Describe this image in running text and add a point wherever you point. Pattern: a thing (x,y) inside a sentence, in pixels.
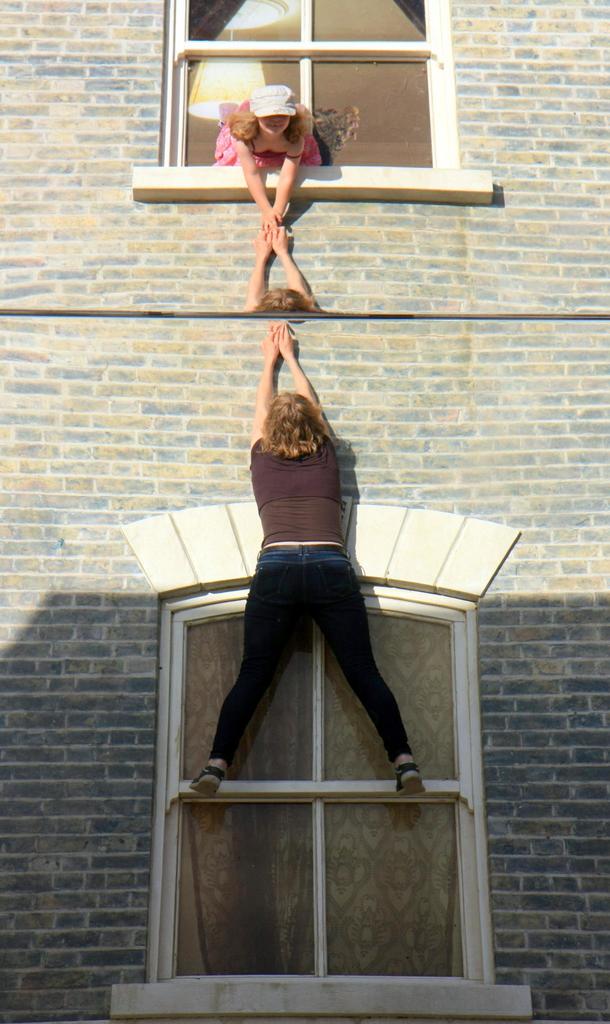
In this image I can see two people (277,119) with different color dresses (268,153) and one person (263,143) is wearing the cap (284,112). I can see one person (292,586) is standing on the window (274,744) and another person (242,143) is inside the window (346,117). These windows (240,97) can be seen to the building (523,575).
